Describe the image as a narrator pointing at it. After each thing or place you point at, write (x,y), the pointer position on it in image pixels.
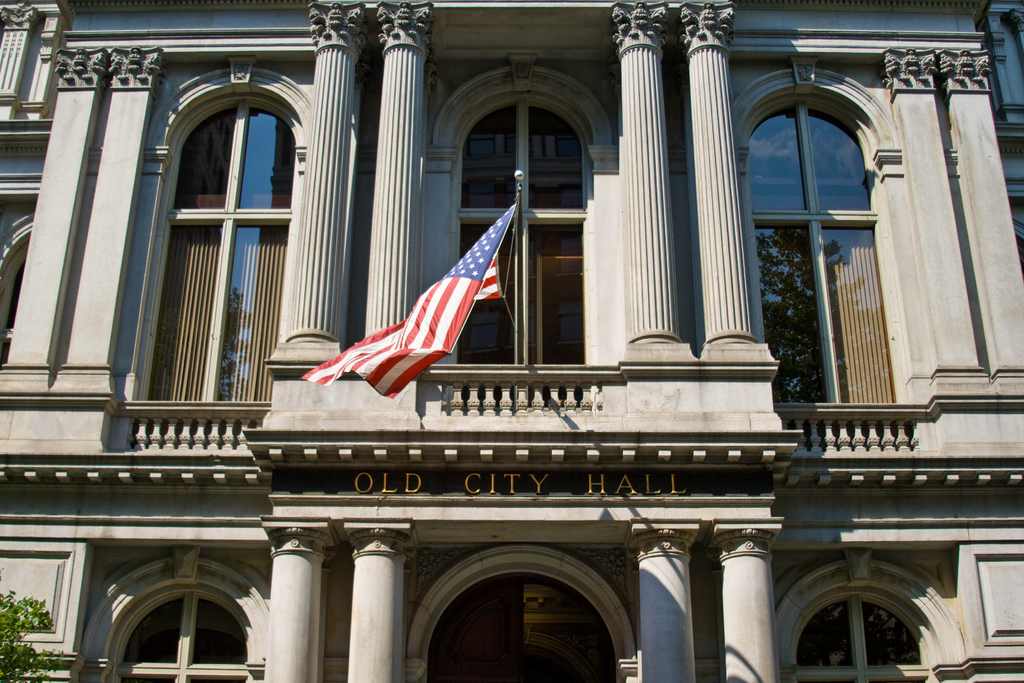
In the center of the image (655,234) we can see a building (404,255), pillars (324,330), windows (491,185), board (572,488), door (453,635), flag (498,230), pole (515,224). In the bottom left corner (19,641) we can see a tree (20,623).
